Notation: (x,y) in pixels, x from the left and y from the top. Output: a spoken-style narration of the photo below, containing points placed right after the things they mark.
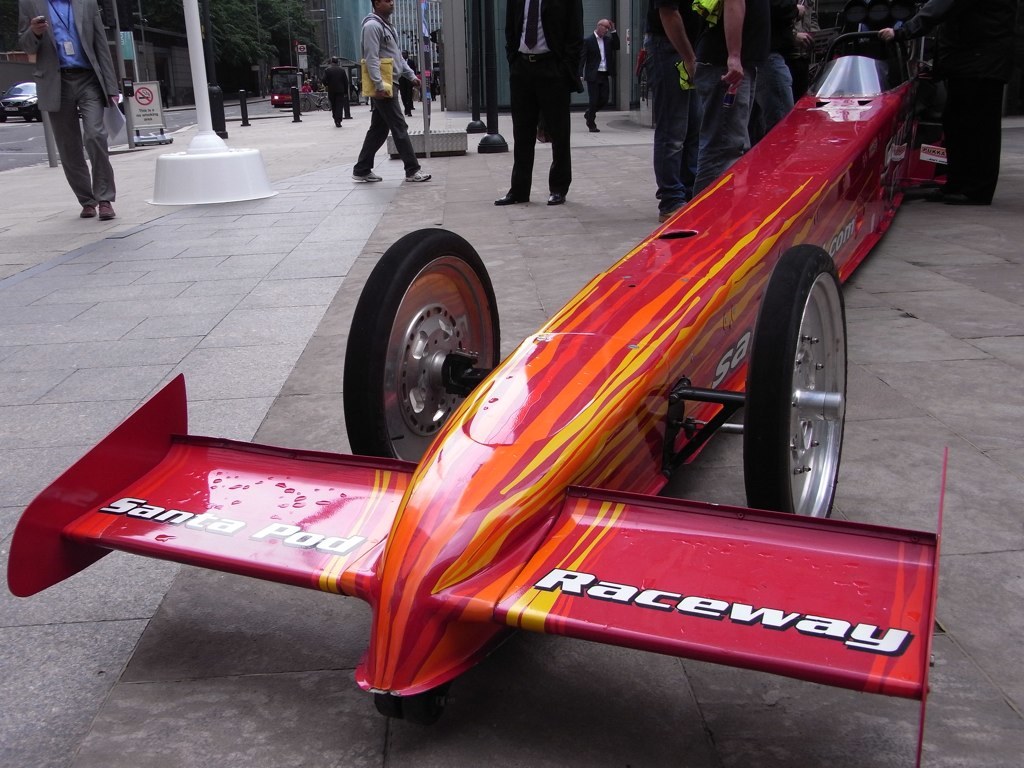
This picture describes about few vehicles (806,159) and group of people (557,159), few are standing and few are walking, in the background (478,73) we can see few poles (199,87), sign boards (150,98), trees (265,38) and buildings (469,68).
